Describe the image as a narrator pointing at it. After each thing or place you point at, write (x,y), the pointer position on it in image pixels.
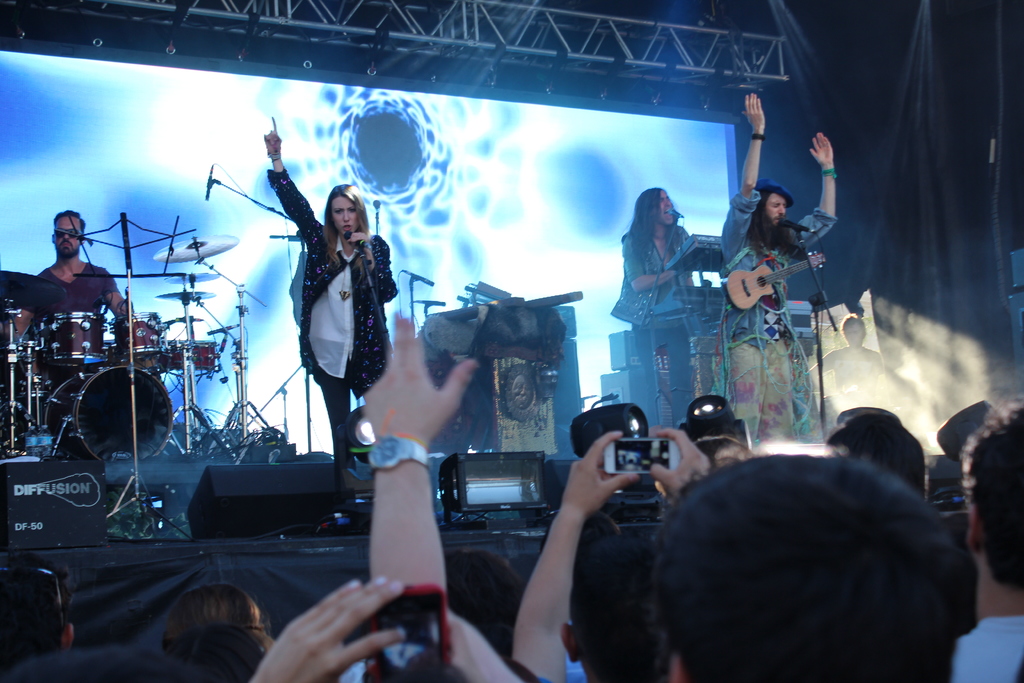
In this image I can see few people (818,136) are standing and holding a ukulele (817,255), mic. I can also see a man (87,284) is sitting next to a drum set (93,351). Here I can see few more people (975,639) and a few of them are holding phones (647,460). In the background (493,118) I can see a screen (705,145).
